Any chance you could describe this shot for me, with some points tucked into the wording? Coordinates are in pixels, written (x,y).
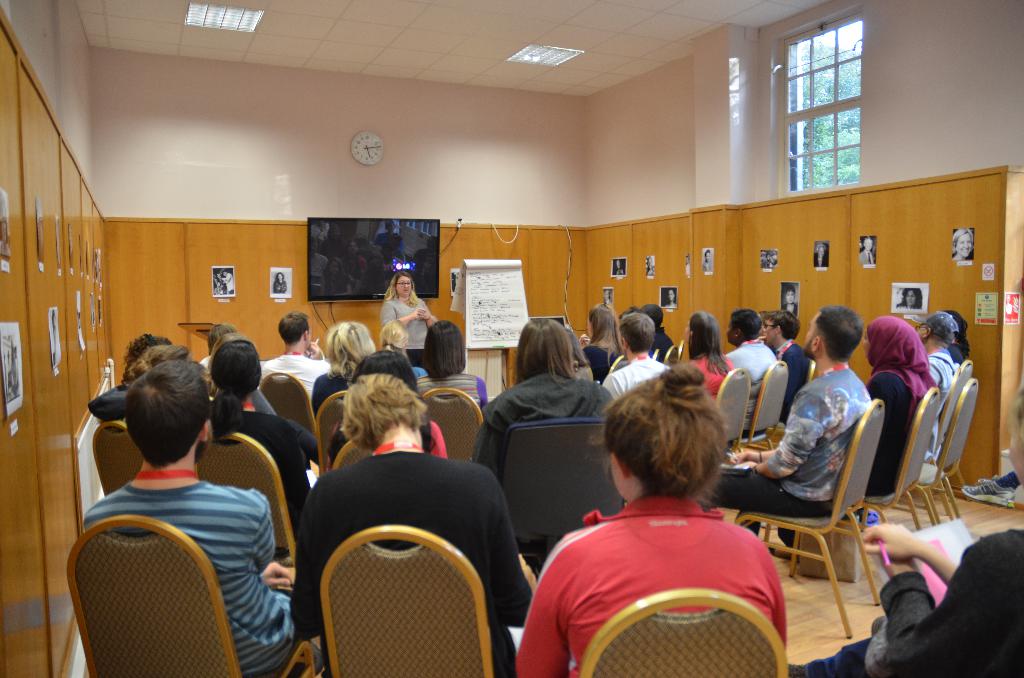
In this picture we can see a group of people (620,463) on the floor (789,546), they are sitting on chairs (517,515) and one woman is standing, here we can see a television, posters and some objects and in the background (745,90) we can see a wall (746,108), clock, window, roof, lights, trees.
